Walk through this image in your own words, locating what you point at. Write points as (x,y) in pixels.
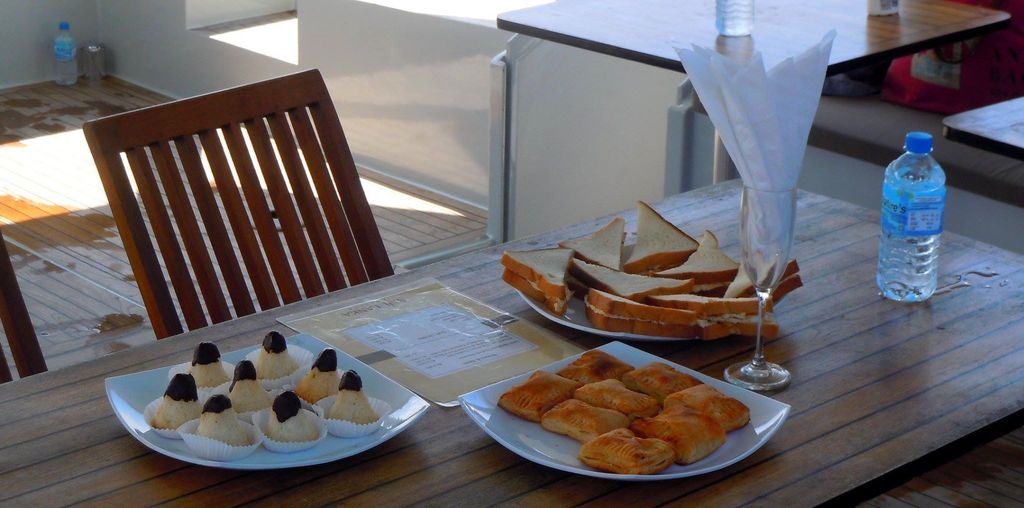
In this picture we can see a table (915,360). On the table (707,353) there are plates (600,348), food (716,253), glass (751,208), and a bottle (907,213). There is a chair (146,193). And this is floor (55,205).
